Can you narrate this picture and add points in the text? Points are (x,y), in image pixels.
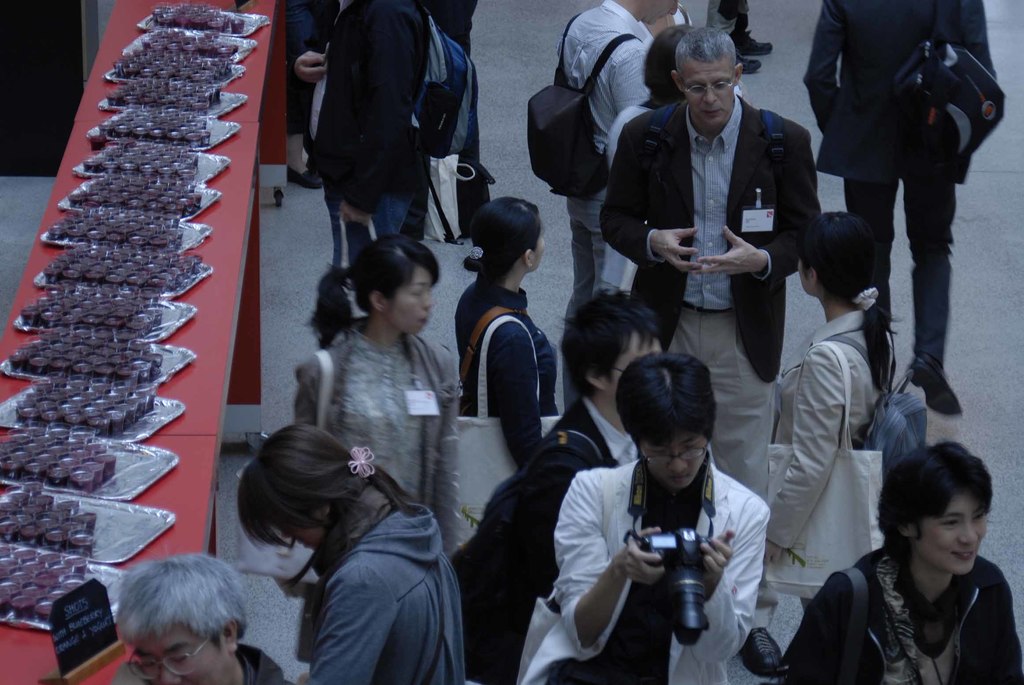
In this picture we can see so many people (705,454) are standing in one place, side we can see a slope thing (15,666) on which some plates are arranged.
